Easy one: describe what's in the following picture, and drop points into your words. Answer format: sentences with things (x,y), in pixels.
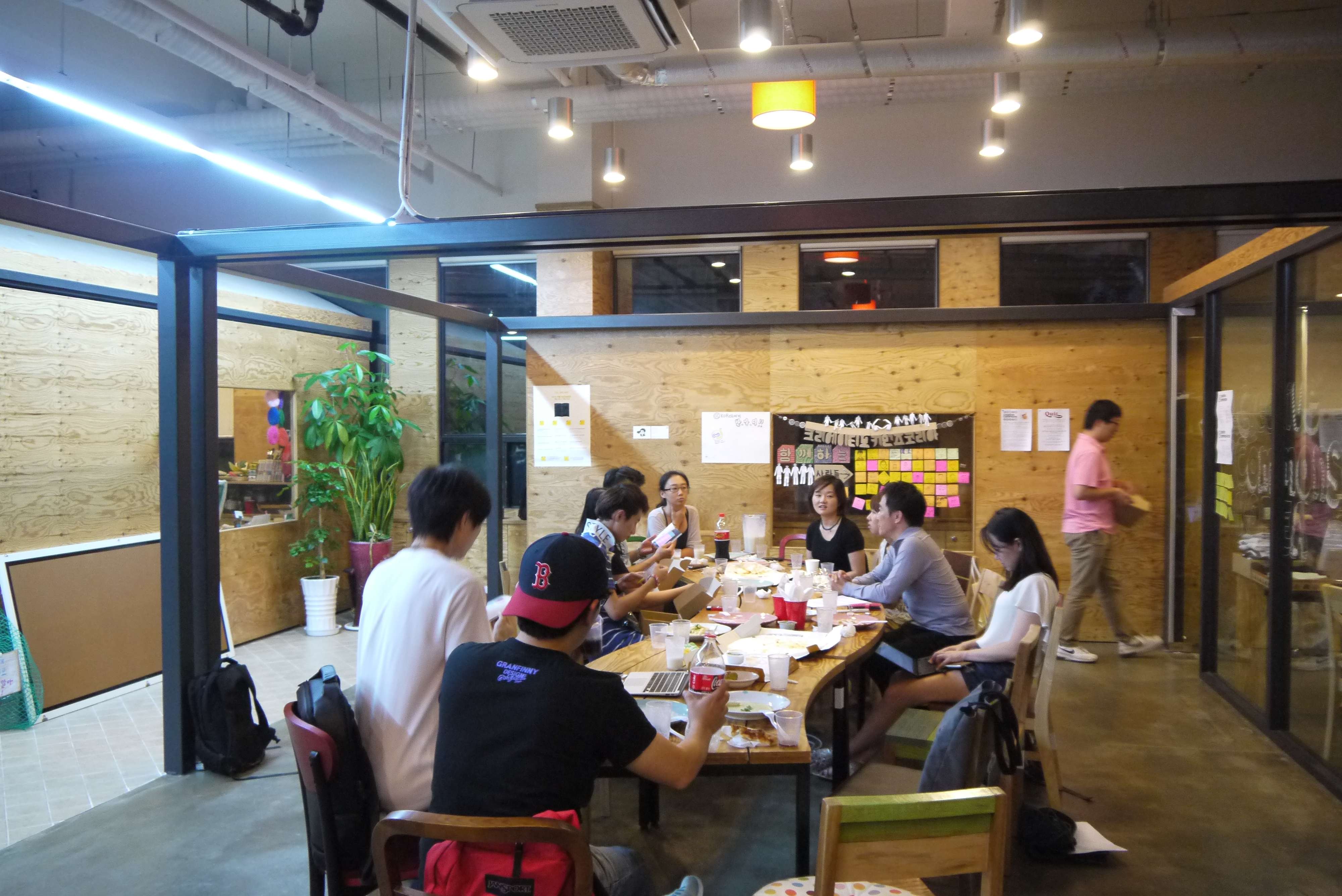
I think this picture is taken in a restaurant (901,452). There are group of people (836,484) sitting around a table (805,664). In the center (567,583) there is a man (472,725) wearing a black t shirt (555,727) and black hat (598,575), besides there is another man (411,688), he is wearing a white t shirt (437,608). Behind him there is a bag (342,694) on the chair (324,859). Towards the left (170,656) there is a pillar (170,656), before it there is a black bag (247,756). Towards the right (1074,581) there is a man (1082,650) wearing a pink t shirt (1089,480), cream trousers (1109,592), he is walking towards the door (1234,413). There are two plants (327,476) in the image. In the top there are lights (1015,41).
